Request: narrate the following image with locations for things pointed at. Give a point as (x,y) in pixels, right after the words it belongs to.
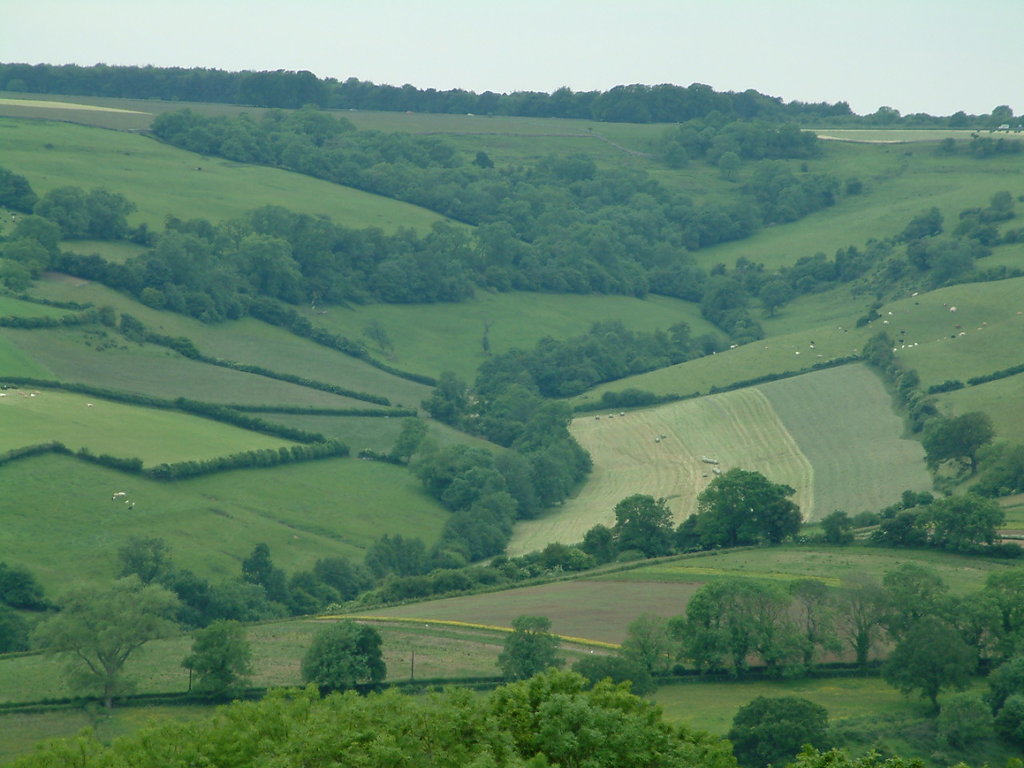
In this picture we can see there are trees (456,519), fields (616,452) and the sky (535,39).
